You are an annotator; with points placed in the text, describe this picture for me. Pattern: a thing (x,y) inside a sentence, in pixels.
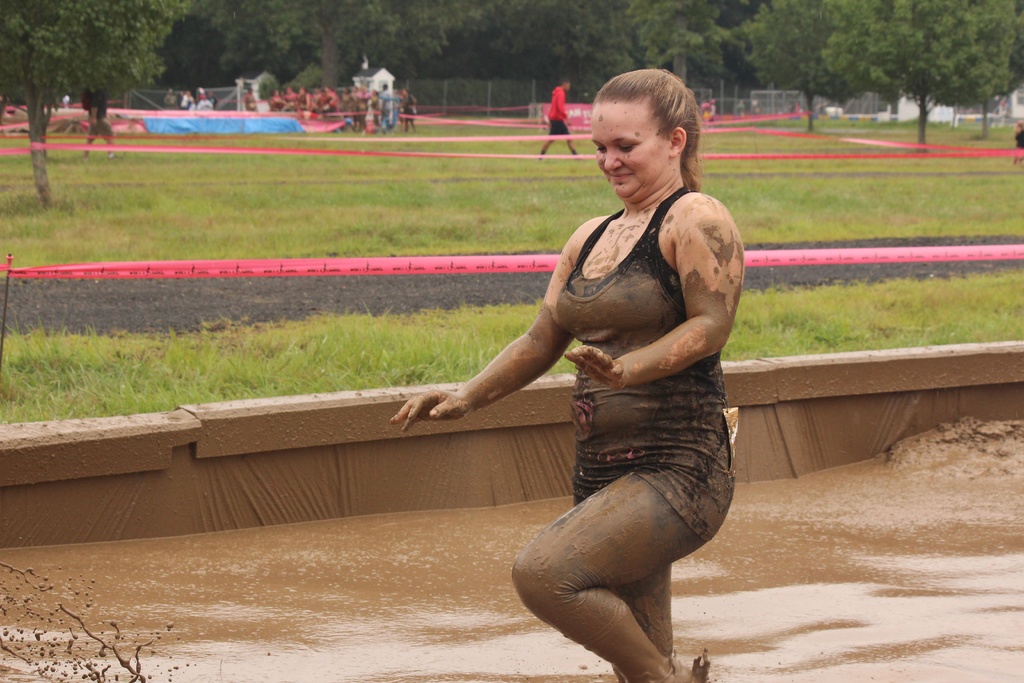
In this image we can see a woman (611,480) standing in the sludge (513,613). In the background (455,114) there are trees (580,48), mesh (465,80), ribbons (80,144) tied to the sticks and trees (33,121), people (291,103) sitting on the chairs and standing on the ground (565,169) and buildings (913,106).
